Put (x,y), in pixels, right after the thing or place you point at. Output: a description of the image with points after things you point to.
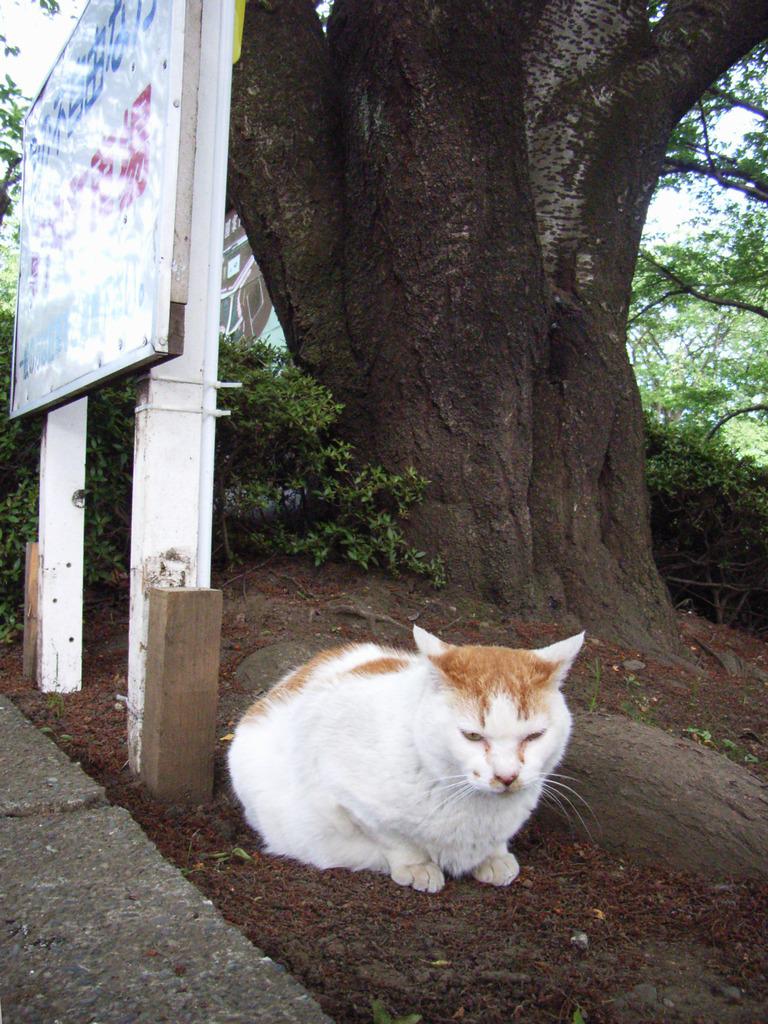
In the foreground of this image (427,878), there is a white and blonde cat (427,729) sitting on the ground (395,934). behind it there is a board (149,310), plants (320,427) and the tree trunk (467,367). On the right top (715,280), there is the tree (703,256) and the sky (669,208) in the background (668,208).
